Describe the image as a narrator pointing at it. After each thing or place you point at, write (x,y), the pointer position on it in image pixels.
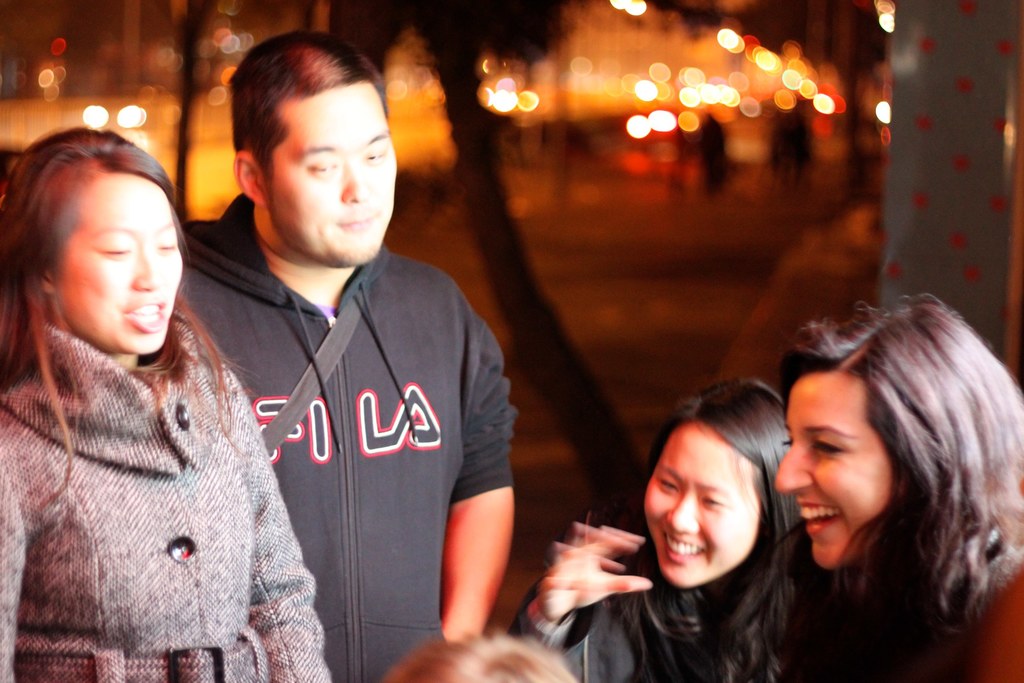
In the picture I can see people (441,346) among them some are smiling. In the background (649,126) I can see lights (632,122). The background of the image (488,211) is blurred.
